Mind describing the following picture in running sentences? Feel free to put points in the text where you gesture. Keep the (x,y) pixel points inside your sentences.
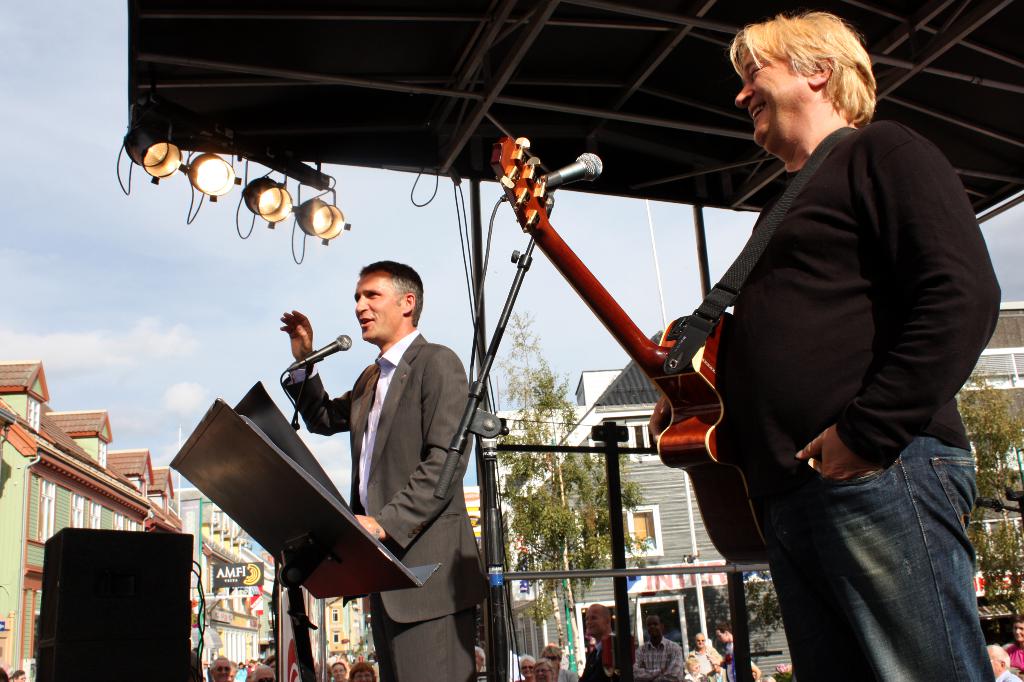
In this picture we can see a man (431,446) in the blazer (431,446) and he is standing on the stage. On the right side of the man (378,393), there is another man (744,380) with a guitar (678,409). In front of the two persons (453,391), there are microphones (299,368) with stands (437,488) and there is a music stand (295,582) and an object (107,606). Behind the two persons (389,597), there is a group of people (253,669), trees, buildings (662,524) and the sky (250,281). At the top of the image (169,153), there are lights (221,185).
